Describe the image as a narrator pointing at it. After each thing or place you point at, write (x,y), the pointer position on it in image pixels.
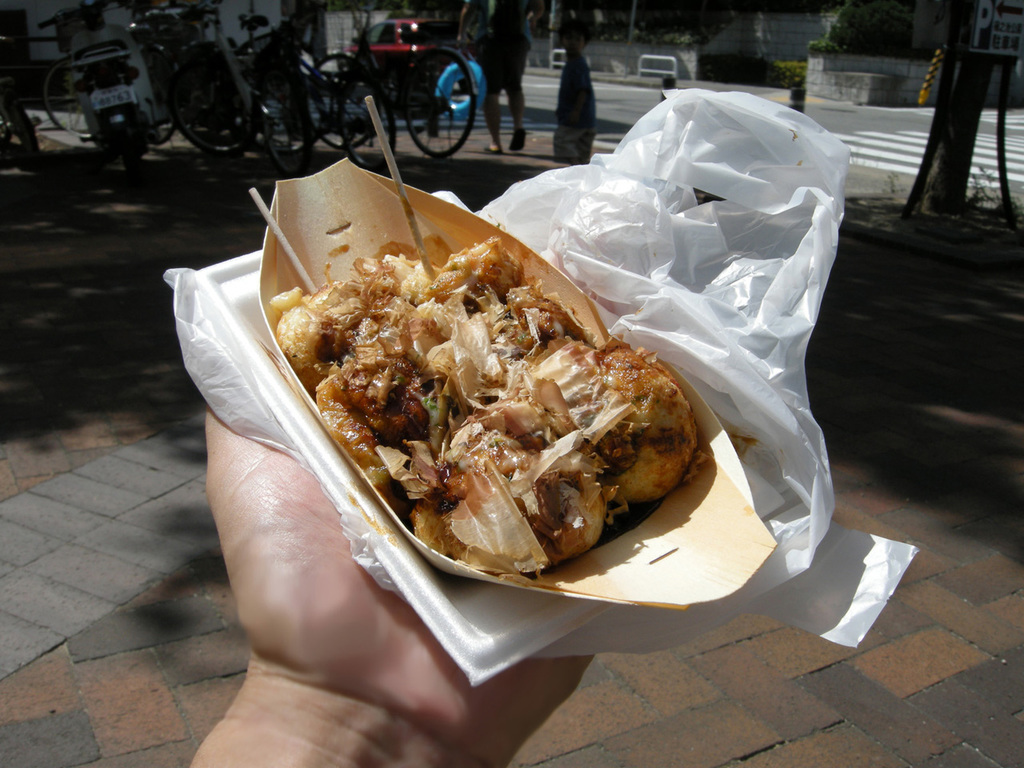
In this image we can see a hand (279,549) of a person (241,613). In the person hand (345,655), we can see a plastic cover (762,579) and the food (352,327). At the top (551,110) we can see the vehicles (474,80), persons (569,107), road (543,78), barriers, tree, plants (671,33) and buildings (916,93).
